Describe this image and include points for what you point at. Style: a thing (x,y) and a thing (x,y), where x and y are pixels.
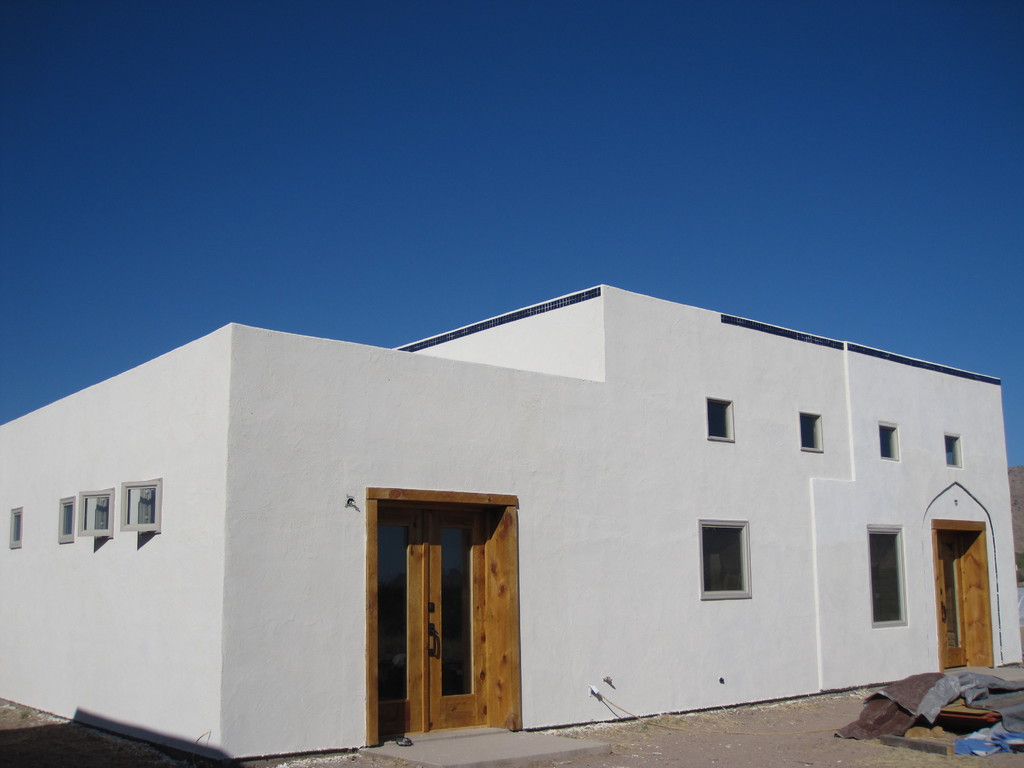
This is an outside view. At the bottom of the image (492,519) I can see a building (303,636) along with doors (432,548) and windows (724,574). In front of this building (558,685) there are some clothes (929,695) are placed on the ground (796,744). At the top (589,83) I can see the sky (582,154) in blue color.
